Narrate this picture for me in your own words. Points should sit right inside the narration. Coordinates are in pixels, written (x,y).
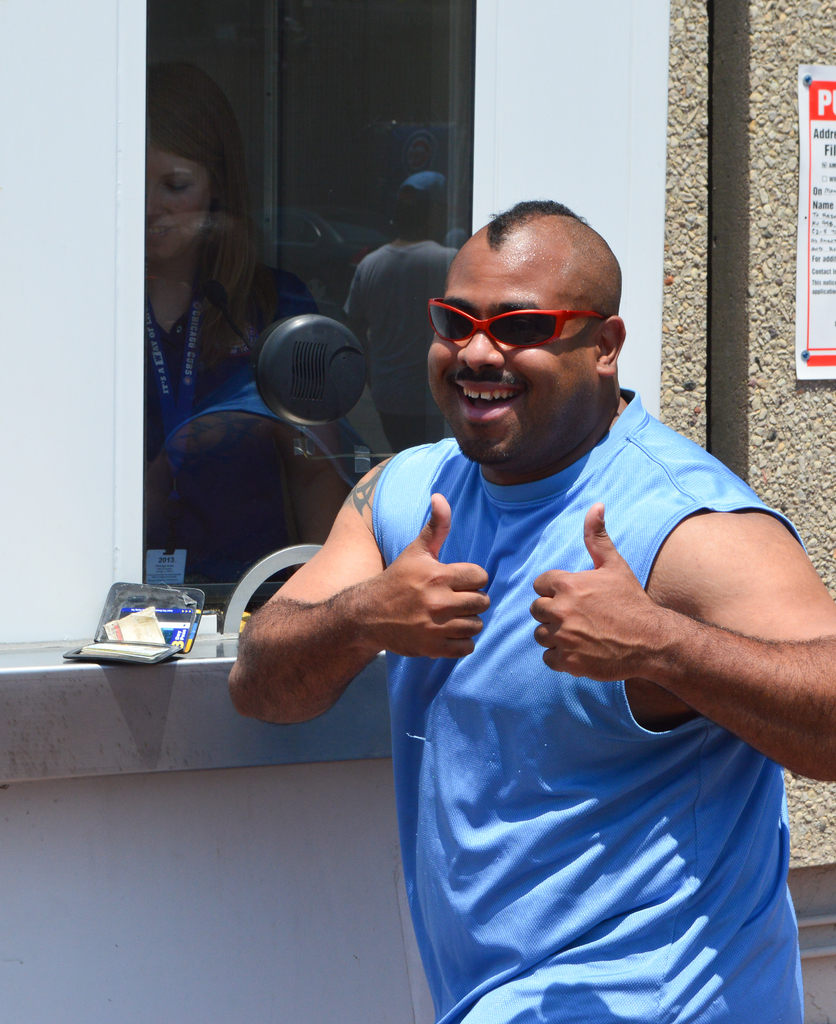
In this picture we can see a man (616,599), he wore a blue color T-shirt (522,630) and spectacles (541,320), in the mirror reflection (361,244) we can find few more people (265,276), beside to him we can see a poster (800,144) on the wall (774,276).
